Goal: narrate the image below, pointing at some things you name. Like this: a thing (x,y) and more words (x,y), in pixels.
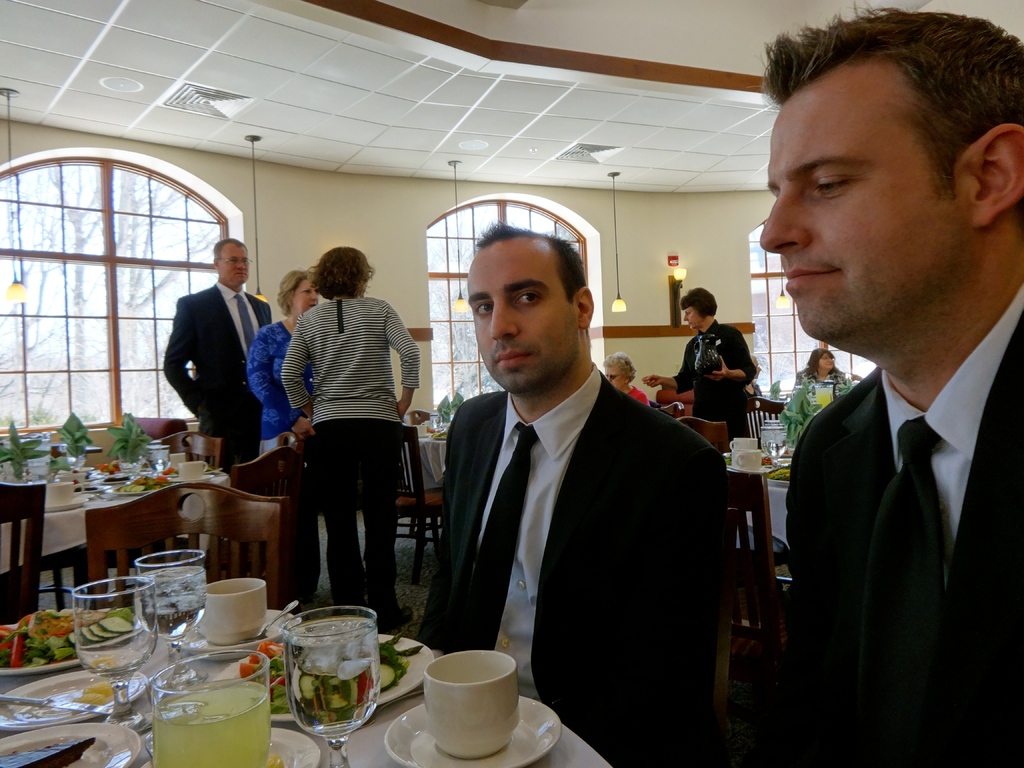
In the picture we can see some persons (399,411) standing and some are sitting on chairs (240,478) and there are some plates (52,681), glasses (172,637) and some other food items (67,765) on table (105,661) and in the background (636,295) there are some windows (118,283), wall (291,255) through which we can see some trees (81,255).
